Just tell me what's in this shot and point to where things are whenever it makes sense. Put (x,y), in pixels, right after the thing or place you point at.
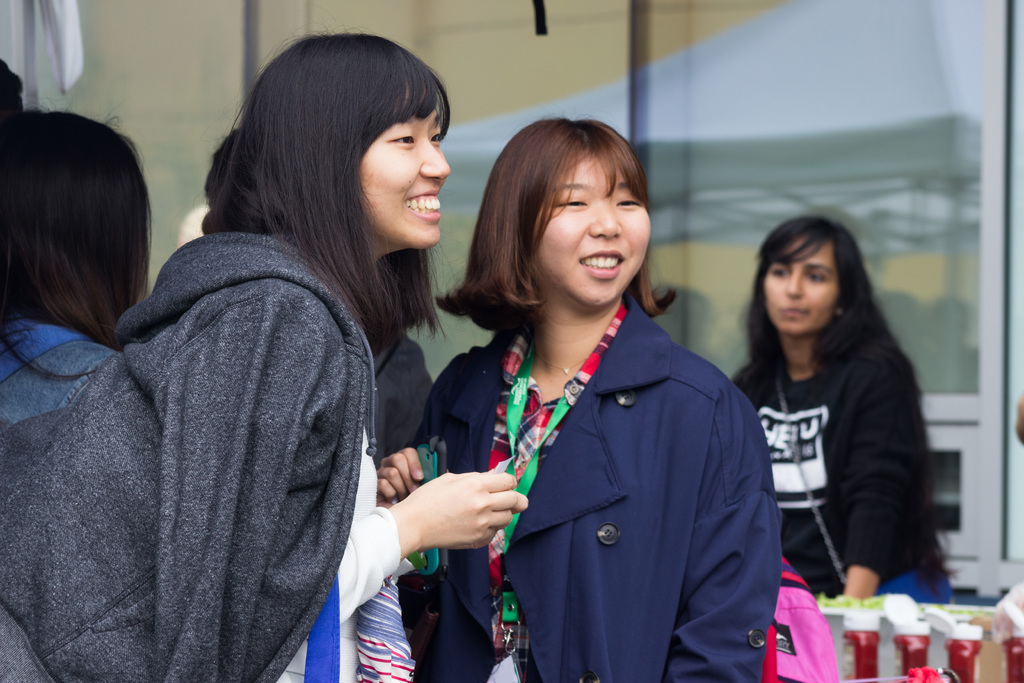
In the center of the image (441,419) we can see women (480,541) smiling. In the background (532,42) we can see people (833,410) and wall (792,58).
